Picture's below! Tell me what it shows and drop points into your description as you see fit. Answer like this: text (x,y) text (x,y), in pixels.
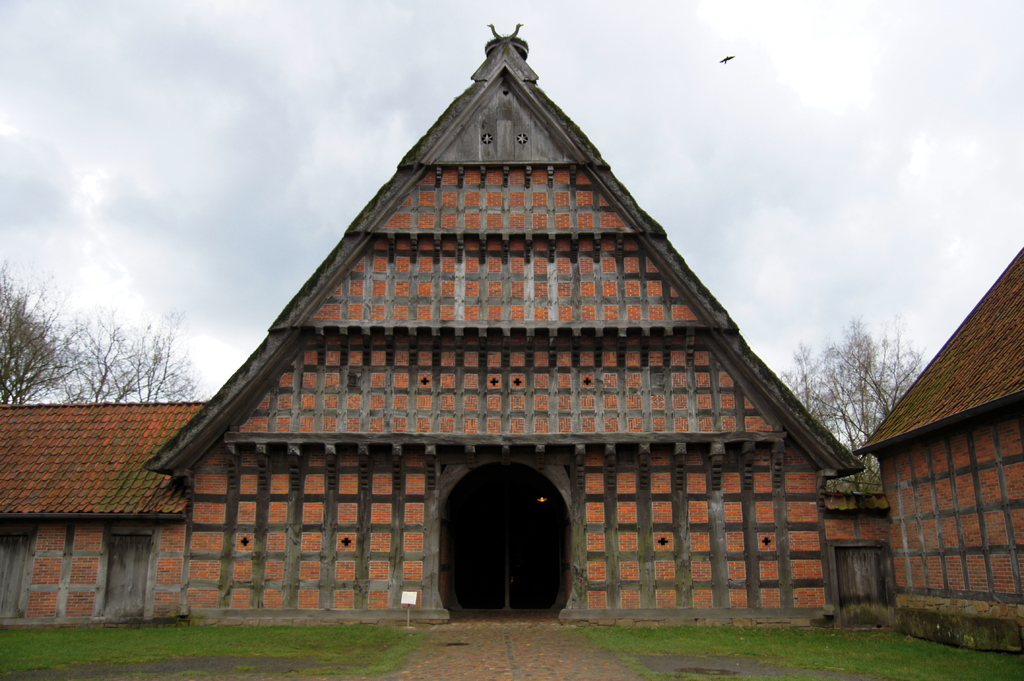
In this image I can see a house (666,315) and I can see the sky (765,85) and a bird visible and the bird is flying in the air (838,198) and I can see trees (47,341) visible back side of the house (741,384).
